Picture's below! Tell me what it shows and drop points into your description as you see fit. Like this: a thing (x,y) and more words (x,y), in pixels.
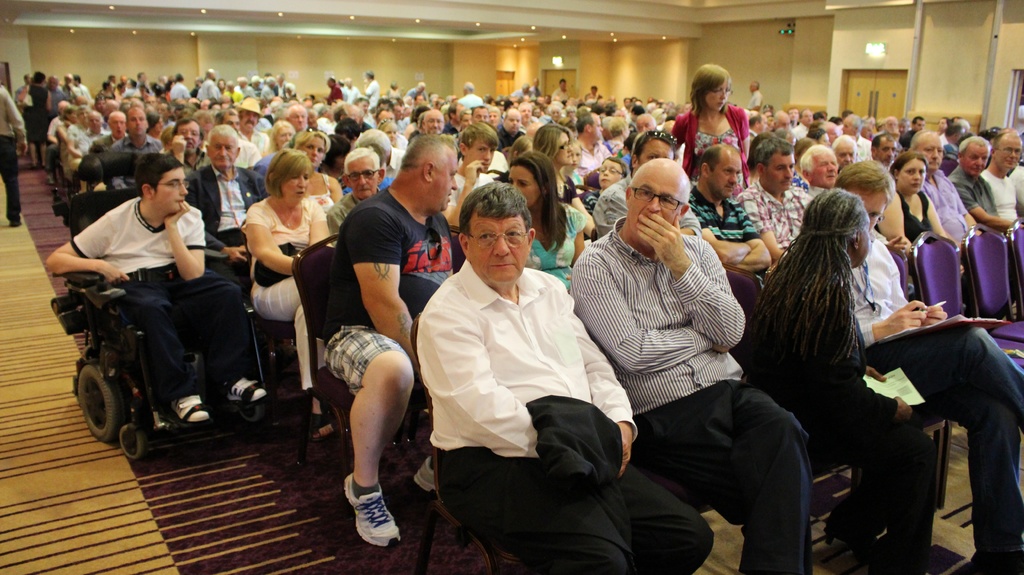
In this image I can see number of people (379,97) where few are standing and most of them are sitting on chairs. On the right side of the image (950,274) I can see few empty chairs (969,310) and on the left side (147,186) I can see one man (161,289) is sitting on a wheelchair (106,280). In the background (890,75) I can see doors (555,73) and number of lights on the ceiling (322,14).
